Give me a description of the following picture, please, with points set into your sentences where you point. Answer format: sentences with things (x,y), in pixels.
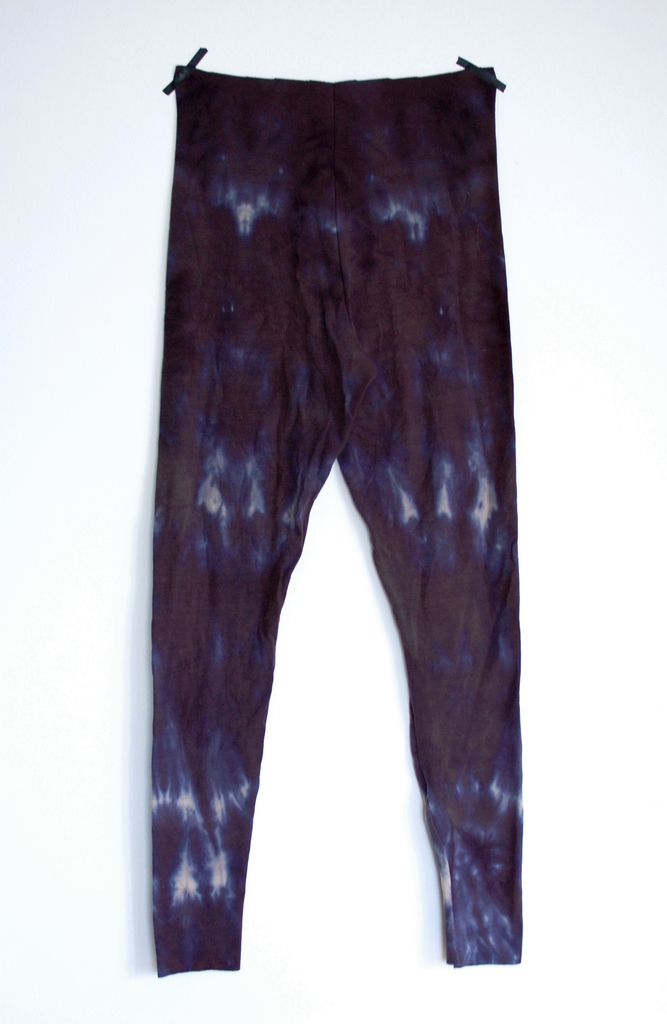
In the image there is black pant (193,228) on the white wall (41,203).
